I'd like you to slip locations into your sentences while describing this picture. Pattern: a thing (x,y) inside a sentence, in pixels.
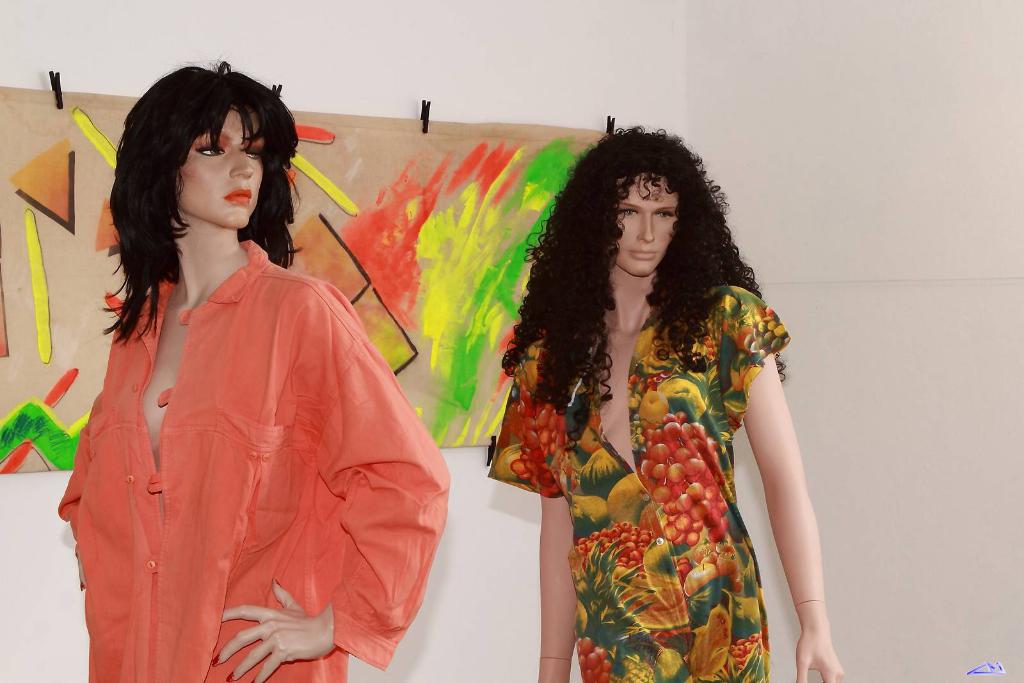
Here in this picture we can see two mannequins (193,475), which are dressed up placed on the ground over there and behind that we can see a cloth (65,100) hanging, which is painted, present over there.
